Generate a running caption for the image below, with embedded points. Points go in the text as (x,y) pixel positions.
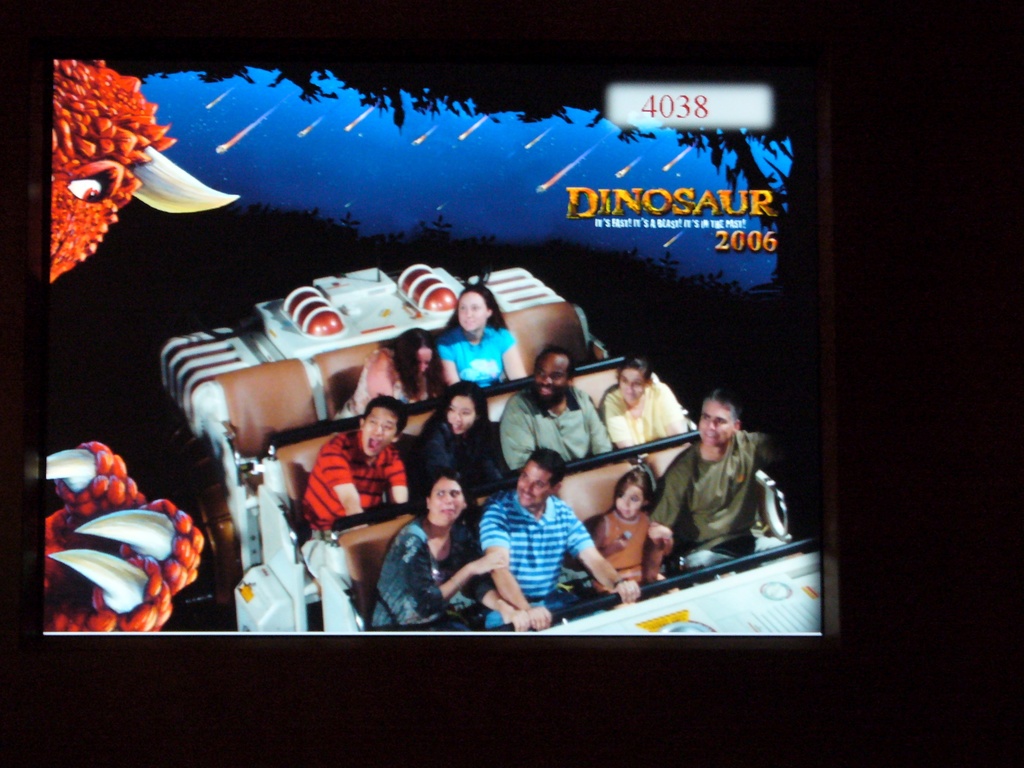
It seems like a picture on a screen (280,357). Few people (527,403) are sitting on an adventure ride (610,614). On the left (88,139) there is a dinosaur (92,166). In the background (296,209) there is sky (329,181), trees (552,273).
